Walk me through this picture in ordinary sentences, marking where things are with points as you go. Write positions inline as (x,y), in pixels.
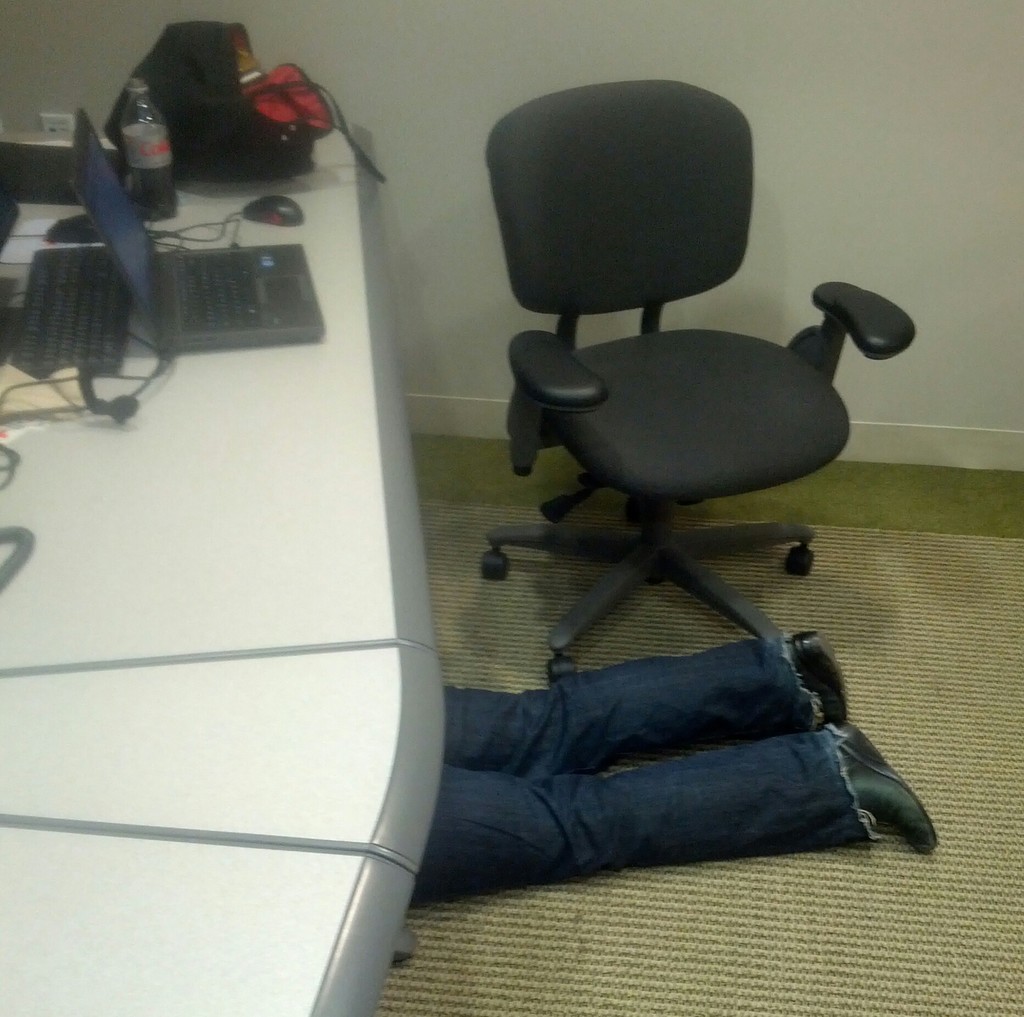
In the image I can see a person (608,698) who is under the table (73,734) on which there is a laptop (233,279), bottle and some other things (278,169) and also I can see a chair (530,415) to the side.
